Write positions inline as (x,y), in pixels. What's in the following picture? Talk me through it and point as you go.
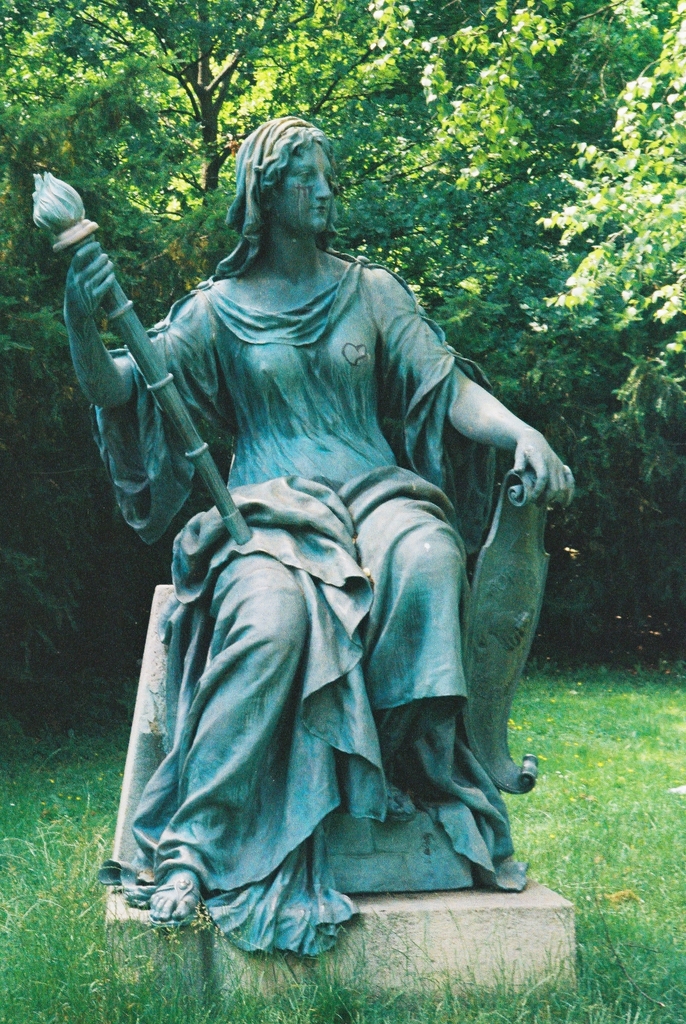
In the center (322,624) there is a sculpture (288,378). At the bottom (180,957) there is grass (243,986). In the background (543,25) there are trees (479,174).
